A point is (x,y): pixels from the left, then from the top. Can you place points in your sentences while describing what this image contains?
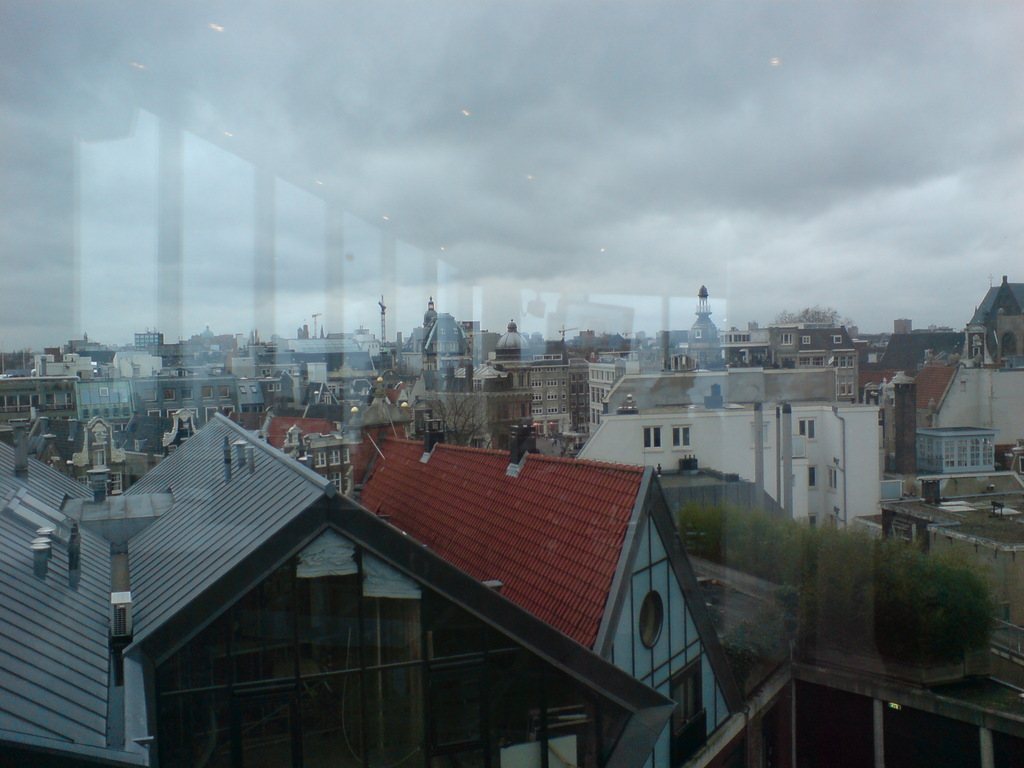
In this image we can see the glass window (362,637) through which we can see the buildings (595,522), trees (453,416) and the cloudy sky (541,308) in the background (544,42). Here we can see the reflection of lights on the glass window (526,247).
